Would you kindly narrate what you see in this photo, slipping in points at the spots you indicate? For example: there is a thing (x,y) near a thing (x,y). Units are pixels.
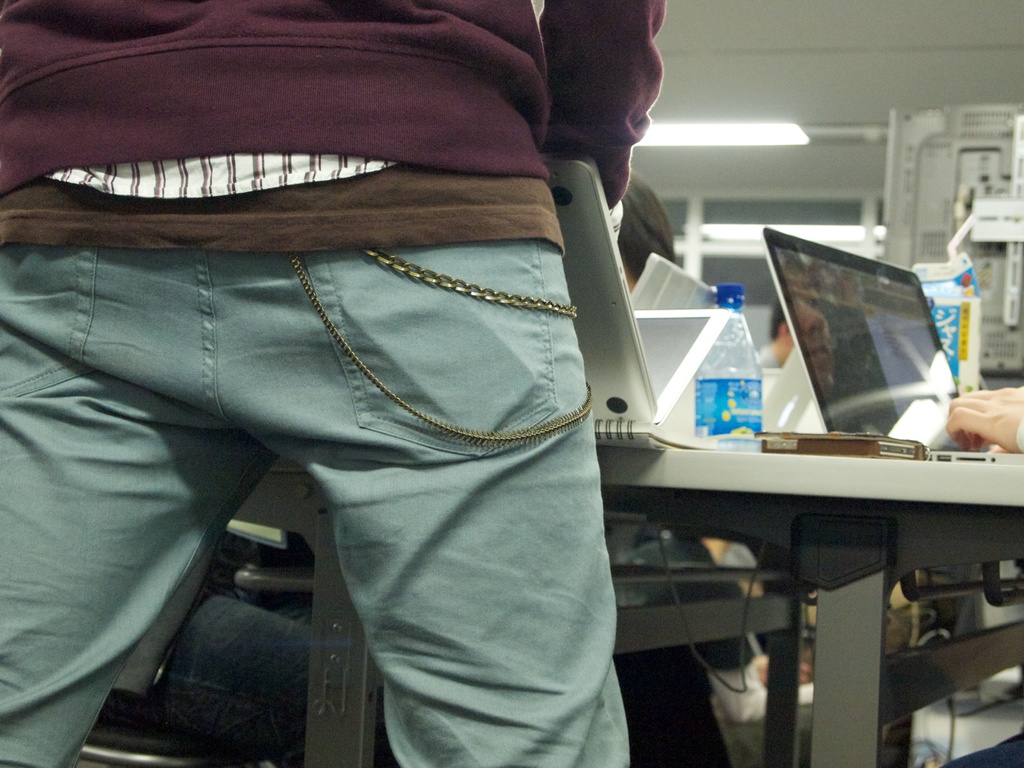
This picture describes about group of people (960,430) a man (419,588) is standing in front of the table (693,450) and holding a laptop (582,307), and we can see bottles (724,406), laptops (811,428), mobiles (863,448) on the table (817,471).
